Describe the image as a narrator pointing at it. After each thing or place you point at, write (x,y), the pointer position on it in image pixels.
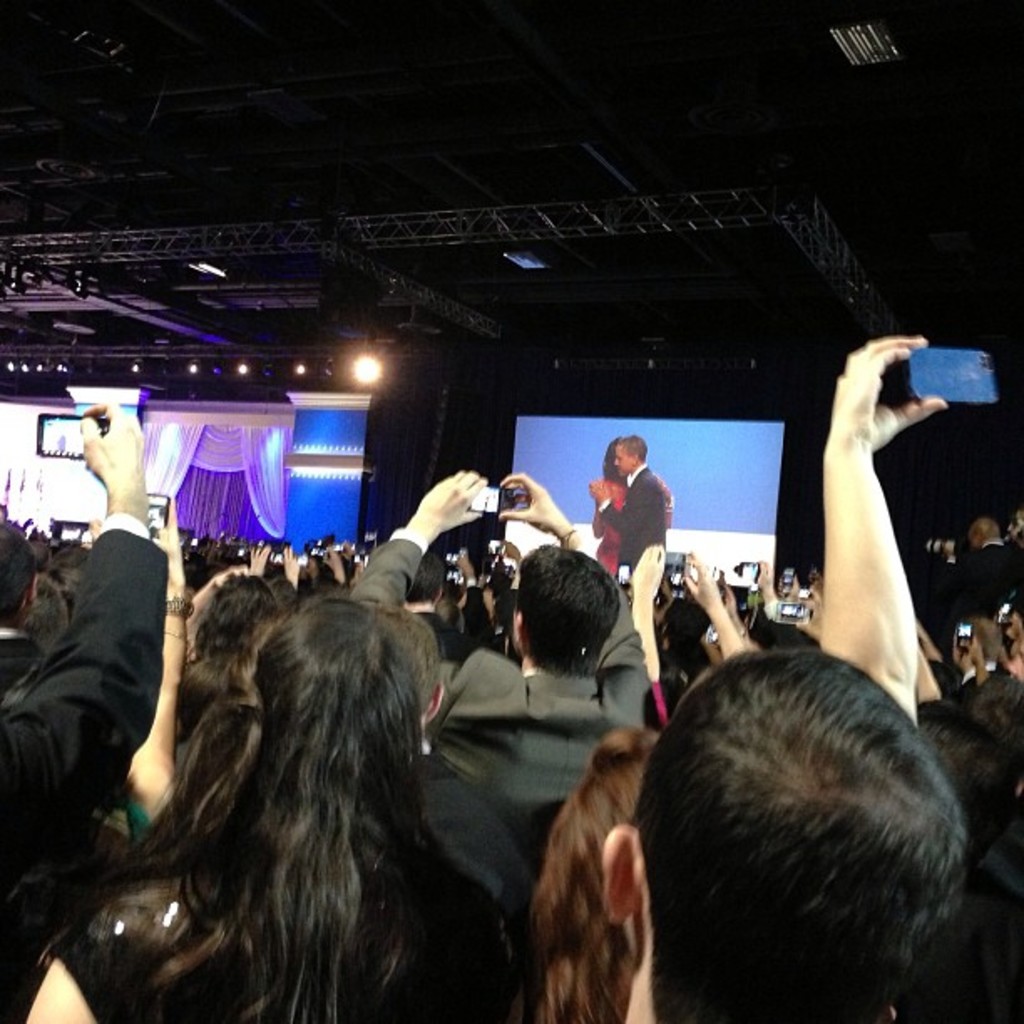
In this image there are group of people (62,576) standing and holding the mobiles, and in the background (571,520) there are curtains (610,383), a screen (589,438) in which there are two persons (603,487) are standing and hugging each other, lighting truss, focus lights (2,281).
